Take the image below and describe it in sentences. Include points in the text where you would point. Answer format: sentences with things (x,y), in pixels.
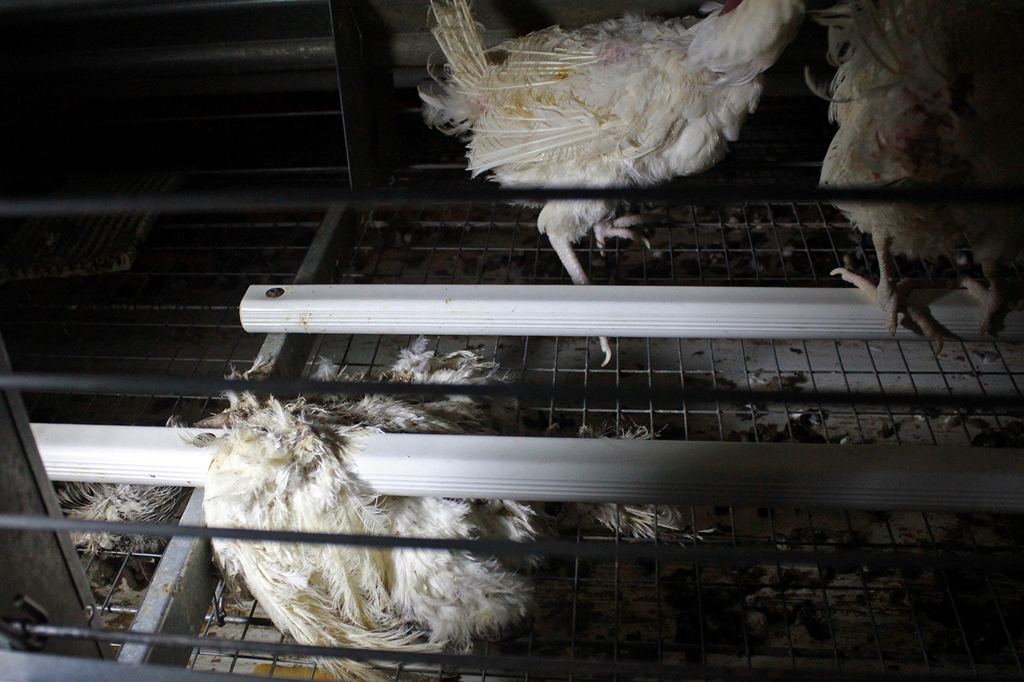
In this image, we can see hens (481,164) on iron grills (666,411).
